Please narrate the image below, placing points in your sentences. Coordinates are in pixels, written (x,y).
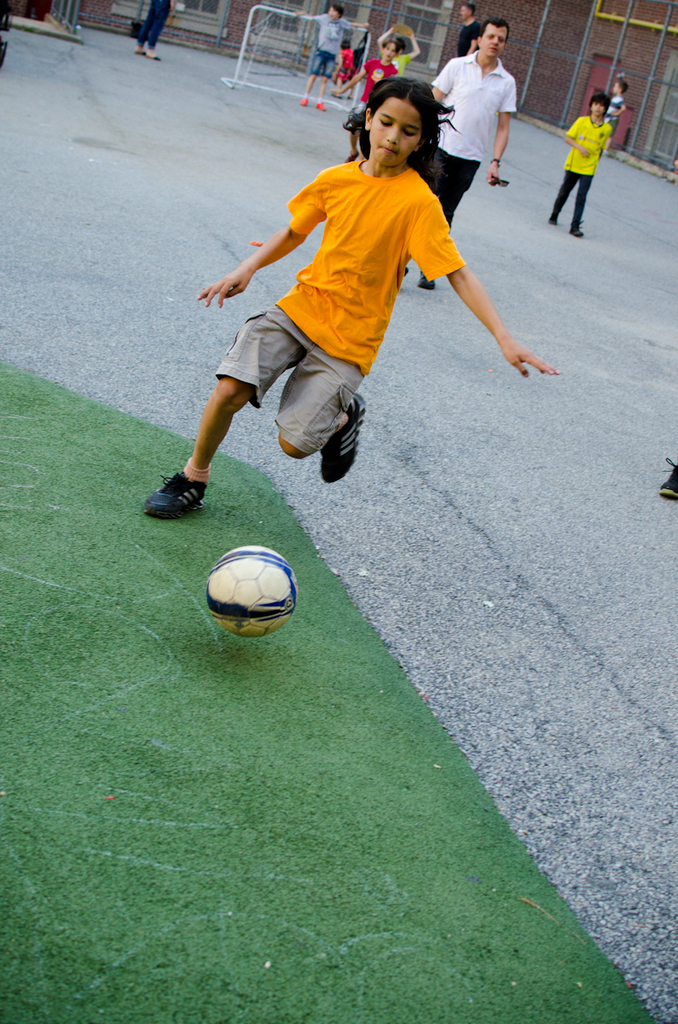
Here we see a boy (368,109) playing football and we see few people (610,112) standing at the back of him and we see a green grass (214,488).
